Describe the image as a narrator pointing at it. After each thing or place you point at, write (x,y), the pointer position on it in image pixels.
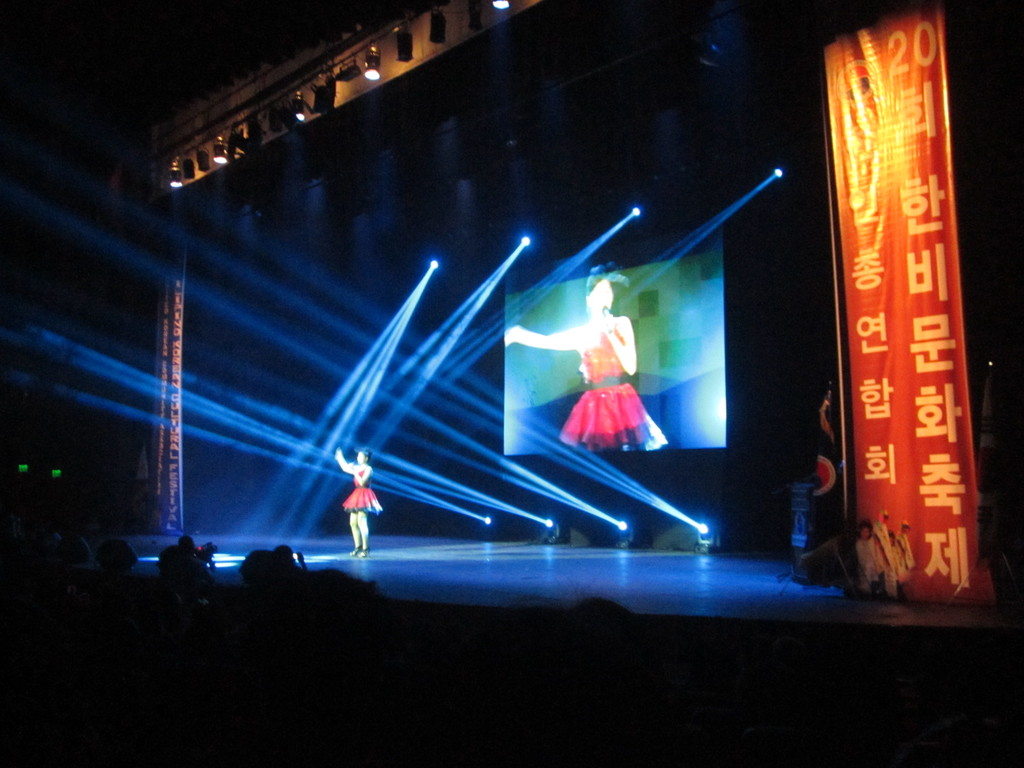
In this image there is a woman (369,470) standing on a stage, in the background (388,377) there are lights (561,494) and a screen (721,357) on the right side (951,520) there is poster (866,297) some text (947,507), at the top (445,2) there are lights (470,18).
